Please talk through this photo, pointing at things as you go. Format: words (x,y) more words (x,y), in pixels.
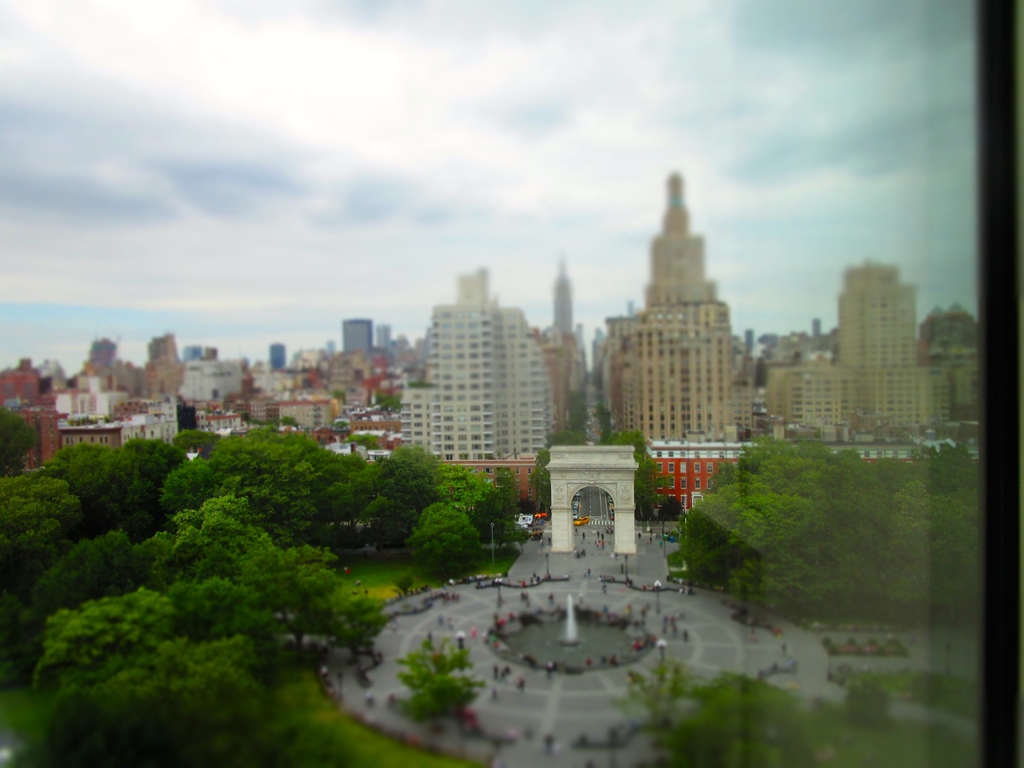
In this image there are buildings (725,381) and trees (321,610), in the middle of the trees (756,692) there is an arch (568,518) and there are a few vehicles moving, a few people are walking and there is a fountain (559,624). In the background of the image (473,147) there is the sky (779,269).
